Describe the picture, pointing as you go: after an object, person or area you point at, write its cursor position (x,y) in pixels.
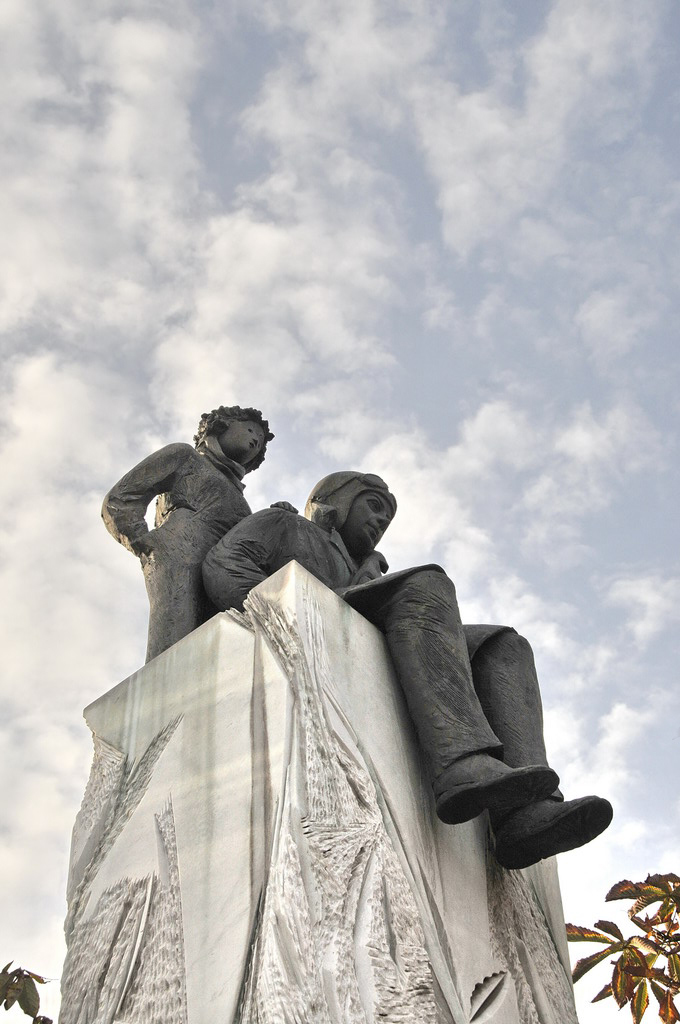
In this image I can see a white colour thing (314,764) and on it I can see two sculptures (334,491). I can also see leaves (38,1018), clouds (20,157) and the sky (390,235).
